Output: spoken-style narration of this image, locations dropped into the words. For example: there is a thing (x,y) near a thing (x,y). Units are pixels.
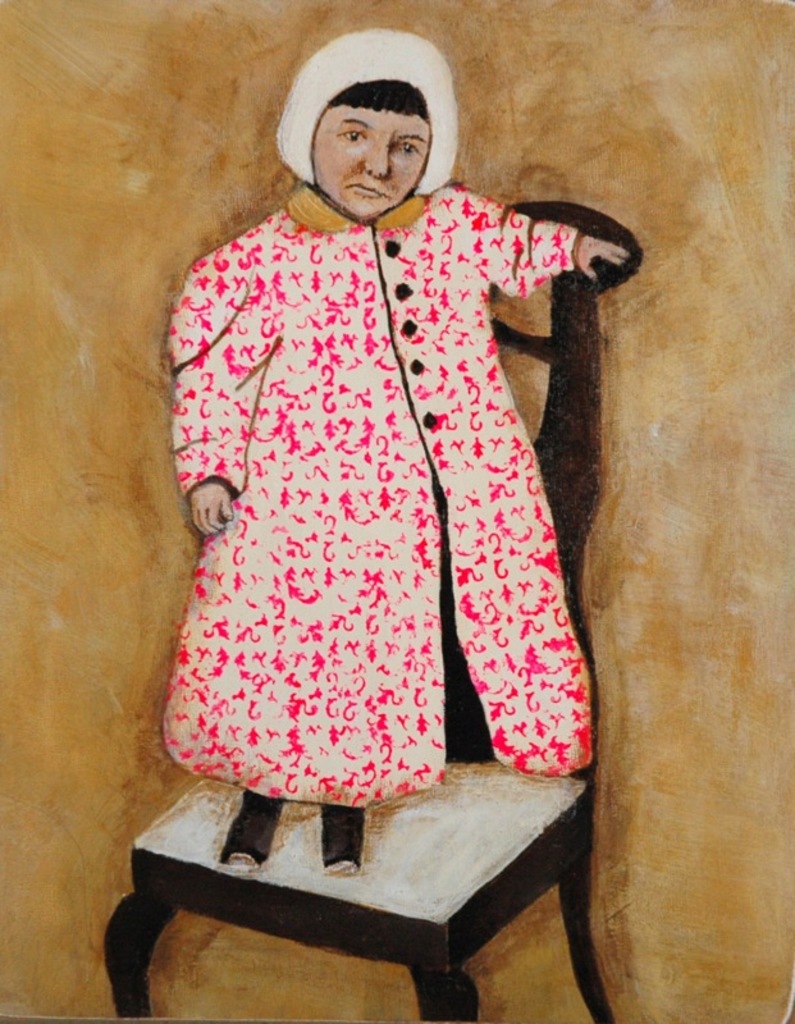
In this image I can see the painting (588,456) of the person (448,396) and the person (425,557) is standing on the chair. Background (720,884) is in brown color.
